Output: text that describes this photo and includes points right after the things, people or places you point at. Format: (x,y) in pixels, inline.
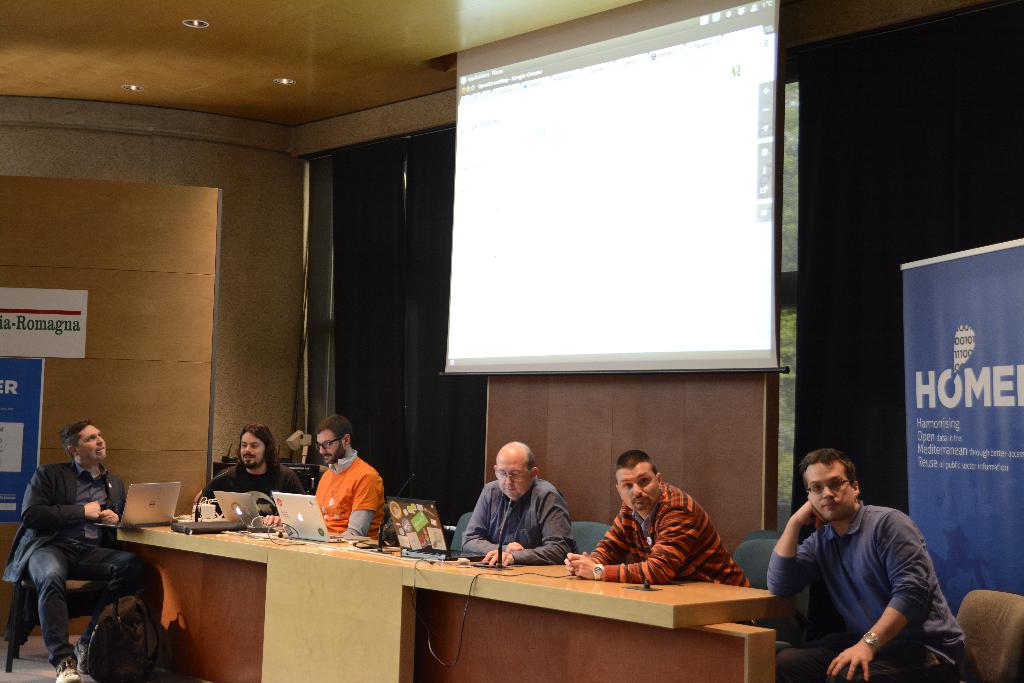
In this image i can see a group of people (718,572) sitting on the chair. On the table (469,586) we can see there are few laptops (248,516) and a microphone (509,512) and a few other stuff (368,547). In the background of the image (577,290) we can see a projector screen (615,186) and on the right side of the image (944,367) we can see a banner (944,367).
